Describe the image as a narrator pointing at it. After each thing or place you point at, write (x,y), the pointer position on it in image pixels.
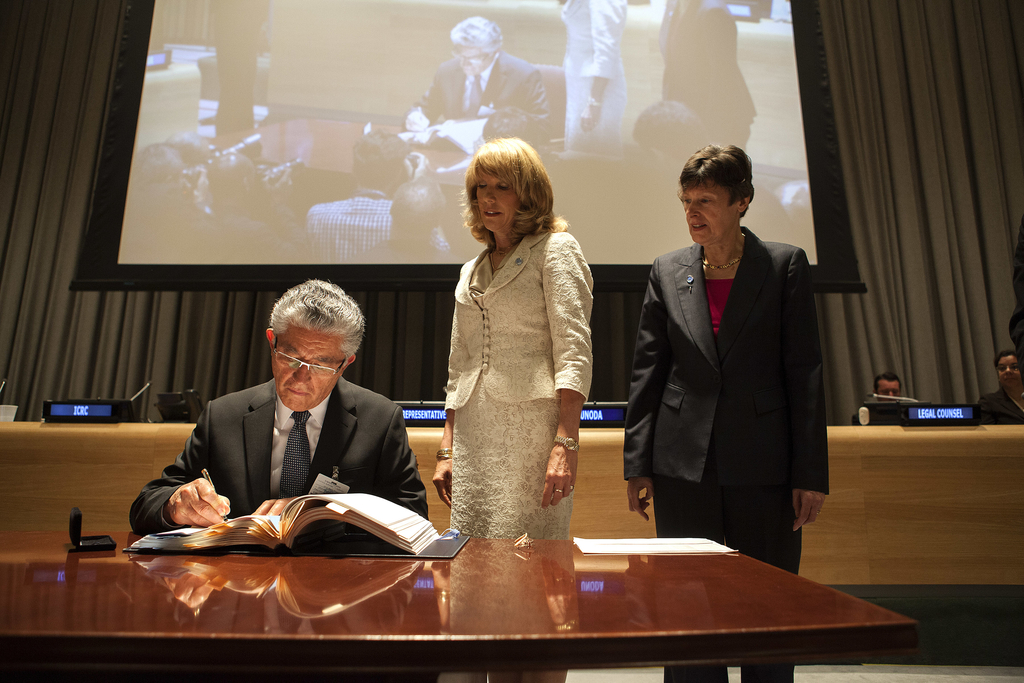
In this image we can see one person (260,435) sitting and holding a book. And we can see two people (745,450) standing. And we can see the screen (316,156). And we can see some electronic gadgets (956,407) on the table (960,430). And we can see some other people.
